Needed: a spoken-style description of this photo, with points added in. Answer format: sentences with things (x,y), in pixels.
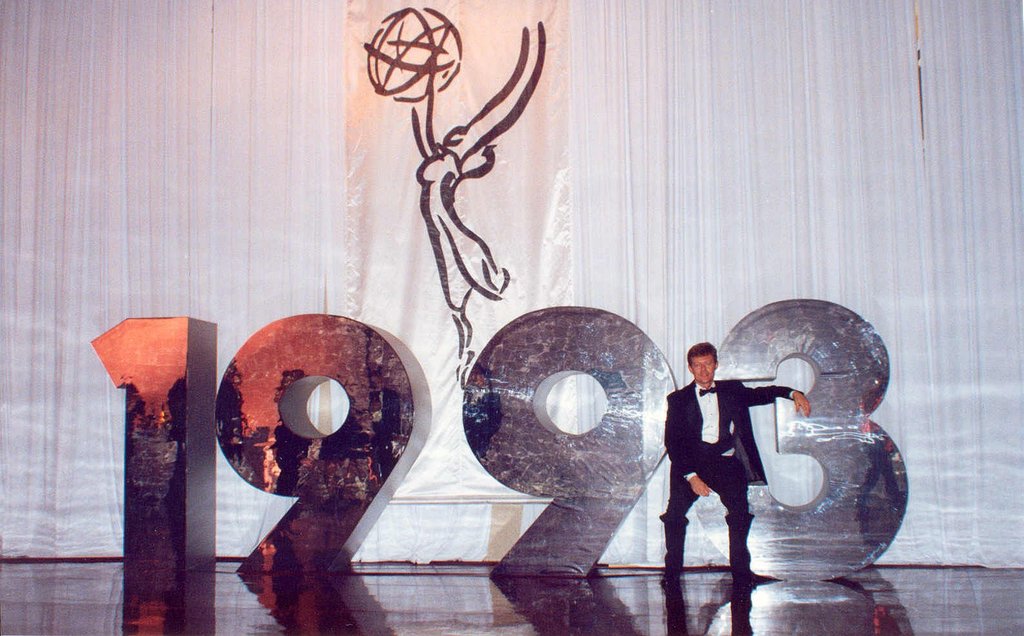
In this image on the right (728,424), there is a man (712,437), he wears a suit (727,411), shirt (714,416), tie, trouser (668,532). In the background (698,538) there are posters (476,268), curtains (622,229), numbers (503,435), floor (409,594).
